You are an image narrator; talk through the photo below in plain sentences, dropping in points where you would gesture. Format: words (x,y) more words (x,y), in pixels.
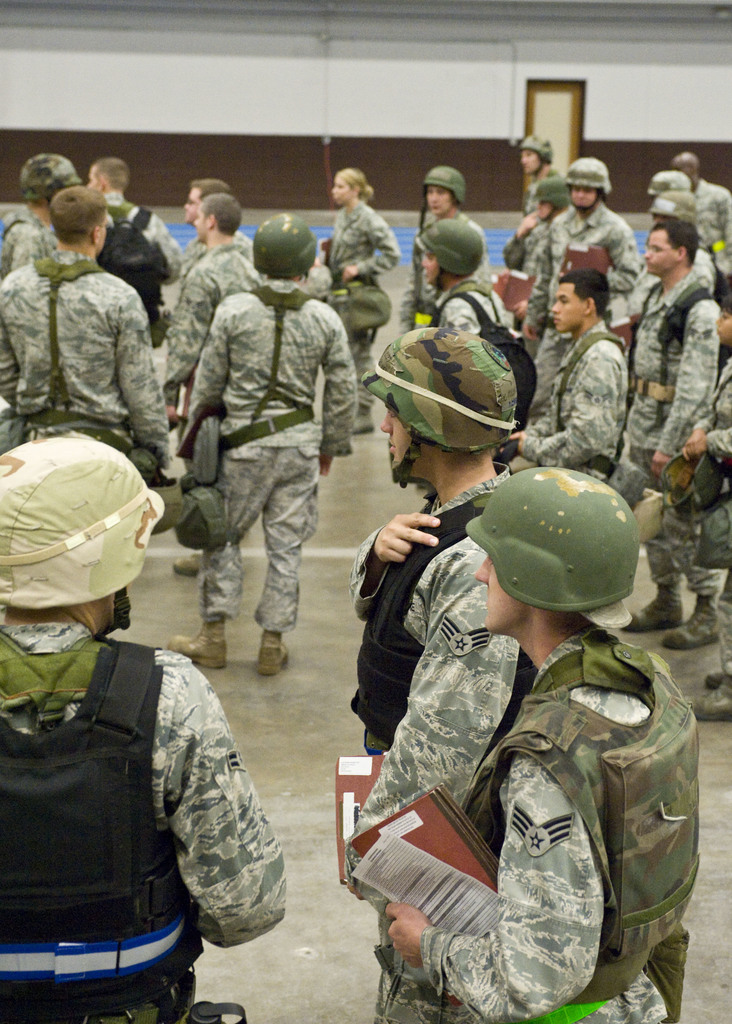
In this image we can see the people (588,320) wearing the helmets (400,396) and also the military uniform (282,541) and standing on the floor (317,975). We can also see the two people (419,711) holding the files (369,782). In the background (543,97) we can see the wall (317,129) and also the door (559,111).
